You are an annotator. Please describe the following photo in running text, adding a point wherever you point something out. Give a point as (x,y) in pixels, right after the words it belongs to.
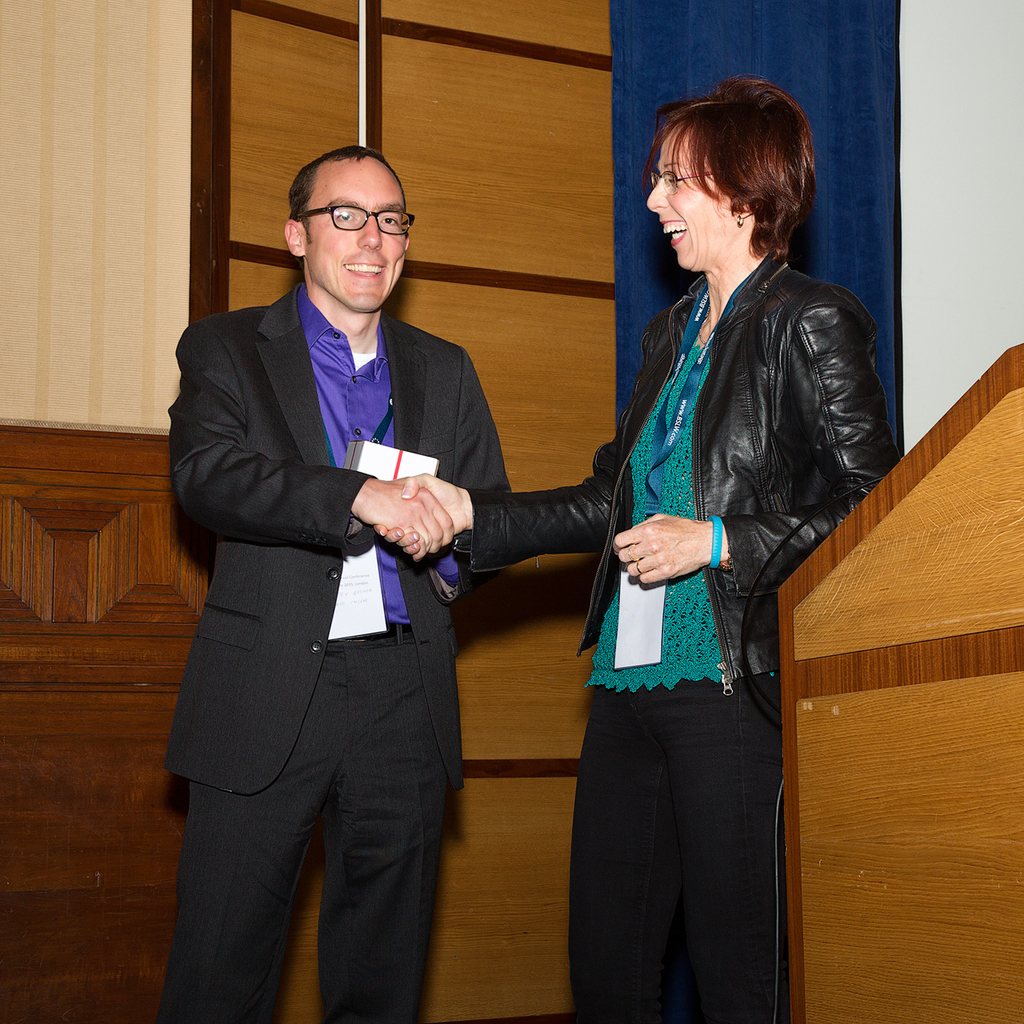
In this image there are two persons (204,409) standing and smiling by handshaking each other, and there is a podium (1018,430), wooden wall (381,97).
